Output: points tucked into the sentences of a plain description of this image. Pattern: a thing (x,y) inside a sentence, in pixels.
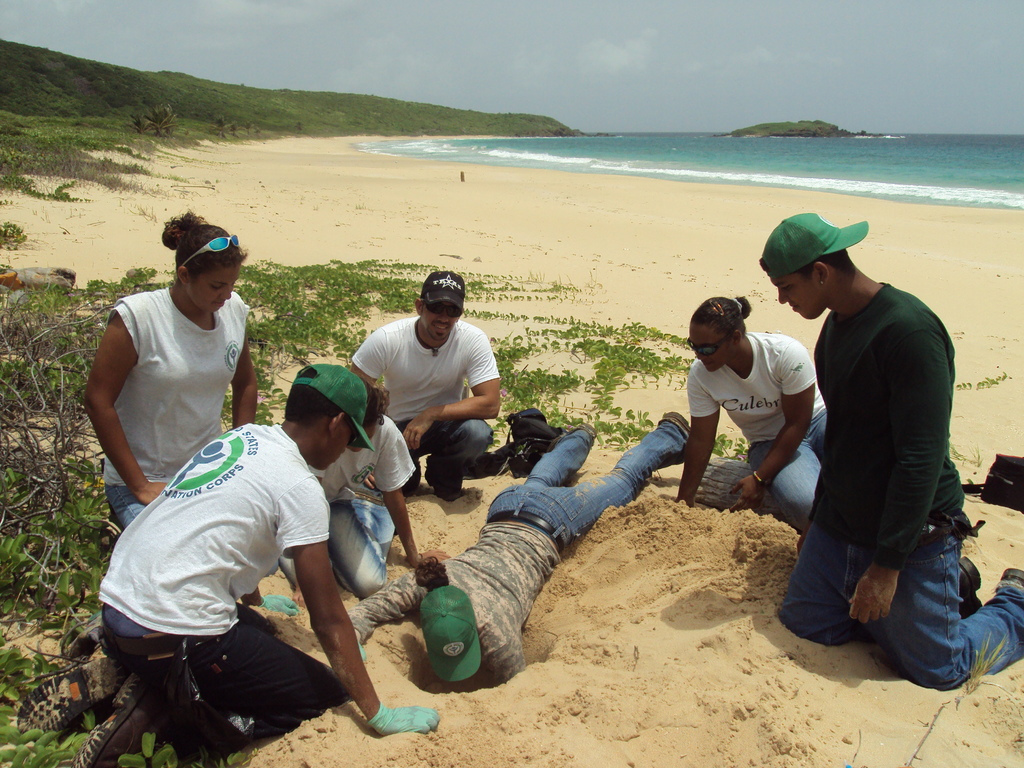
This is a beach (474,730). Here I can see a person (534,516) is lying on the sand (582,477). Around this person (497,536) few people (296,543) are sitting on the knees (796,612) and looking at this person (470,596). On the left side (32,533), I can see some plants (35,526). In the background (693,156) there is a sea (679,151) and hill (317,105). On the top of the image (521,47) I can see the sky (580,38).
